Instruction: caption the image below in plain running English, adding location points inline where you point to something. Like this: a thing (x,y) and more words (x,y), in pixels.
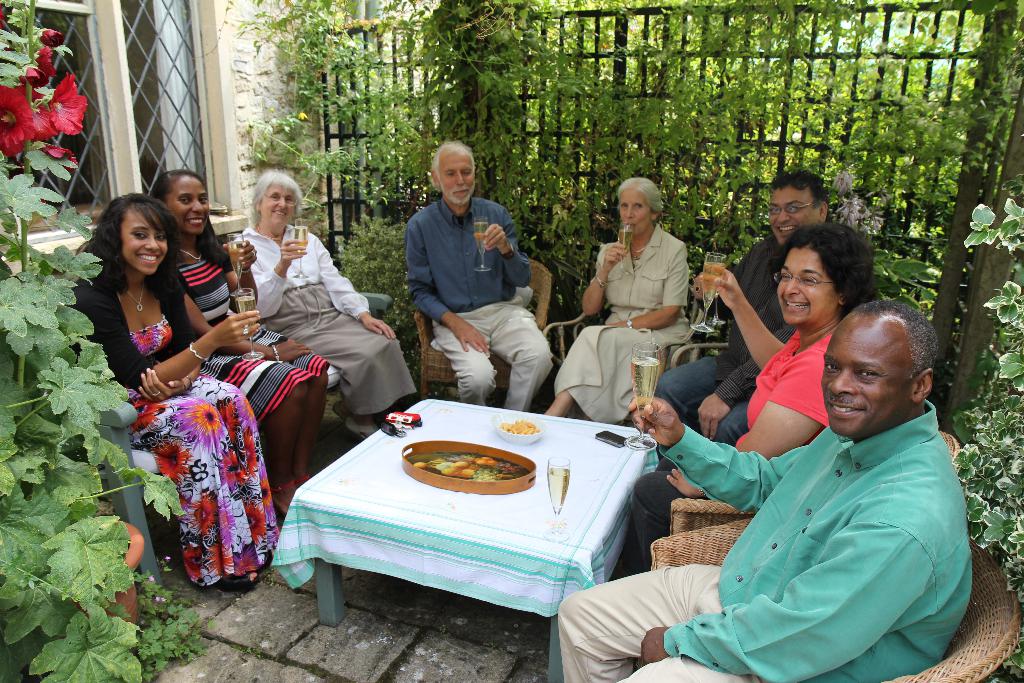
This image is clicked in a garden (305,165). There are eight persons (824,607) in this image. To the right (774,615), there is a man (832,618) sitting, is wearing green shirt (783,547) and holding a champagne glass (643,446). To the left (151,414), the women (155,394) sitting is wearing a black jacket (115,316), holding a champagne glass (248,357). In the background (296,118), there are trees (296,87). To the left (172,97), there is a window (180,90). In the middle (625,446) there is a table (482,543) covered with white cloth (490,552).
